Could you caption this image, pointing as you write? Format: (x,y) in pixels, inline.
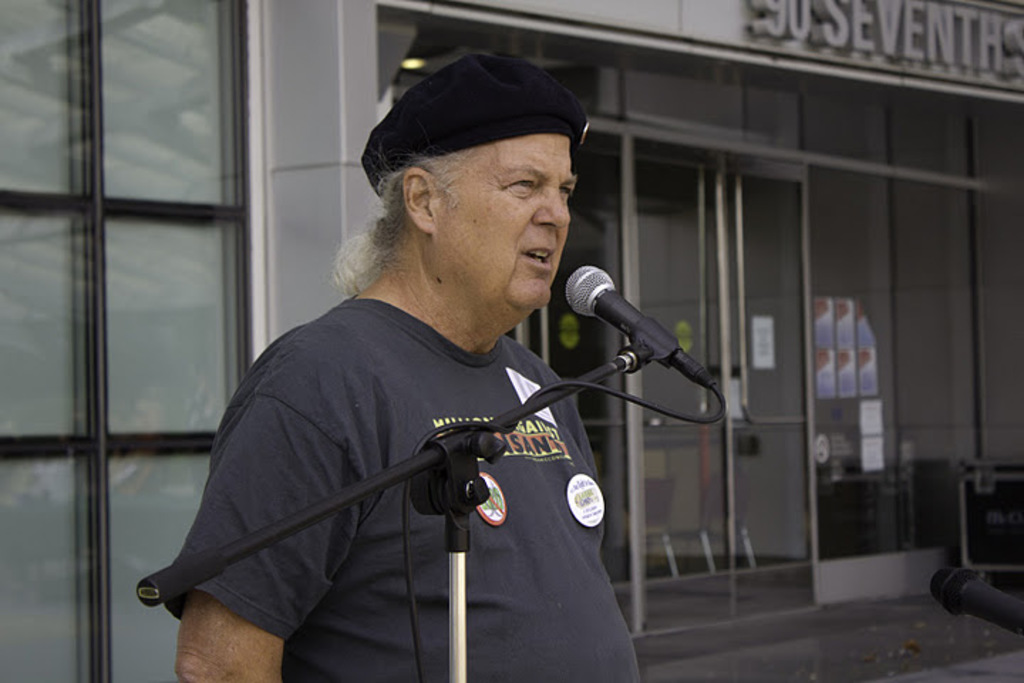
In this image we can see a man (423,396) standing in front of the mic (633,321). In the background (779,267) we can see building (827,278), papers (862,353) pasted on the wall (808,381), benches (669,535) on the floor (711,598) and a name board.
